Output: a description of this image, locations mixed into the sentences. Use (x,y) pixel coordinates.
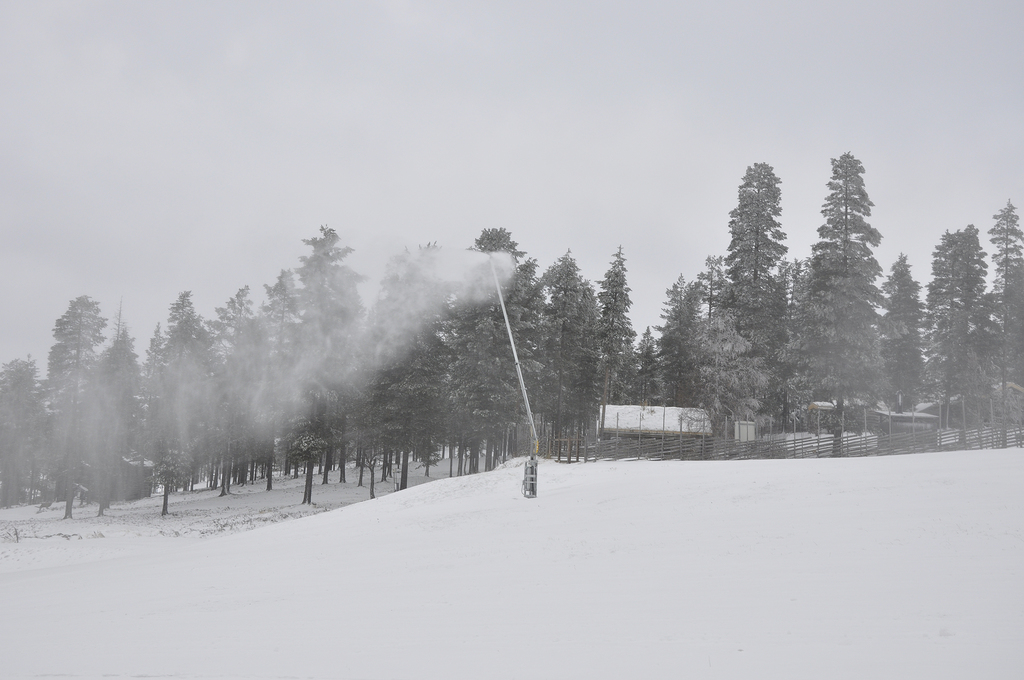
At the bottom (576,513) we can see snow (467,533) and there is an object (521,367) on the snow (539,464). In the background (498,400) there are trees (642,391), houses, fence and sky (385,26).
